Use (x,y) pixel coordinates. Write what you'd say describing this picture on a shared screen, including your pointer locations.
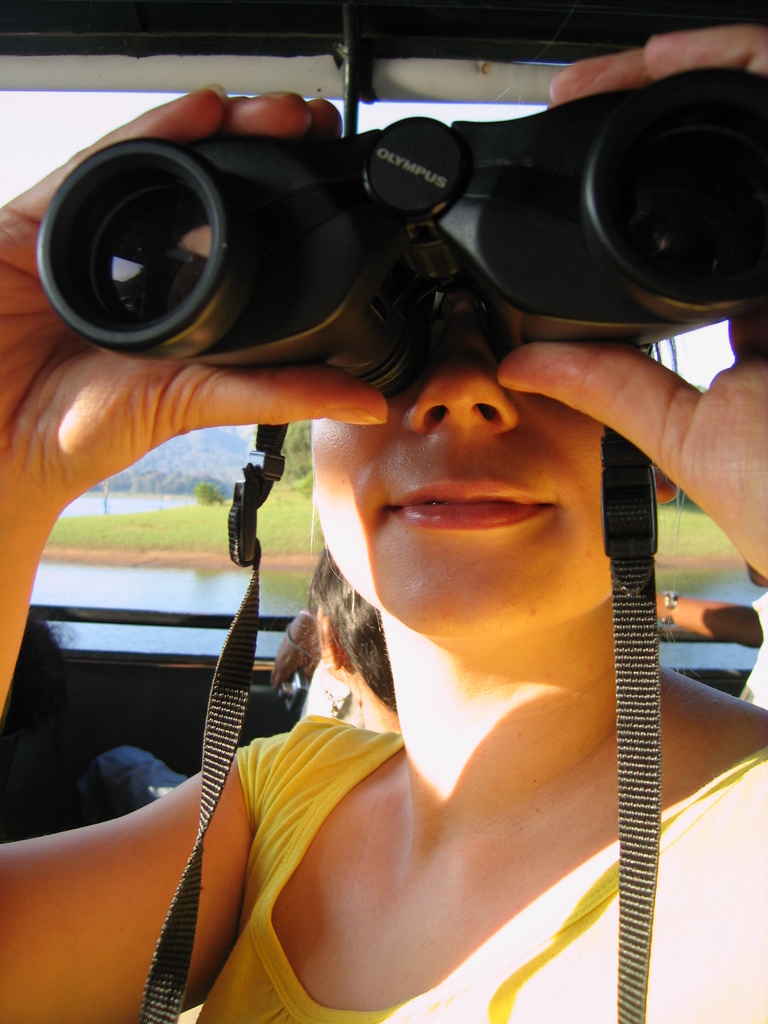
In the picture I can see a woman (119,960) and she is holding the binoculars (618,227) in her hands (751,346). I can see the hand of a person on the right side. In the background (730,598), I can see the water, green grass (224,533) and trees (296,459).
